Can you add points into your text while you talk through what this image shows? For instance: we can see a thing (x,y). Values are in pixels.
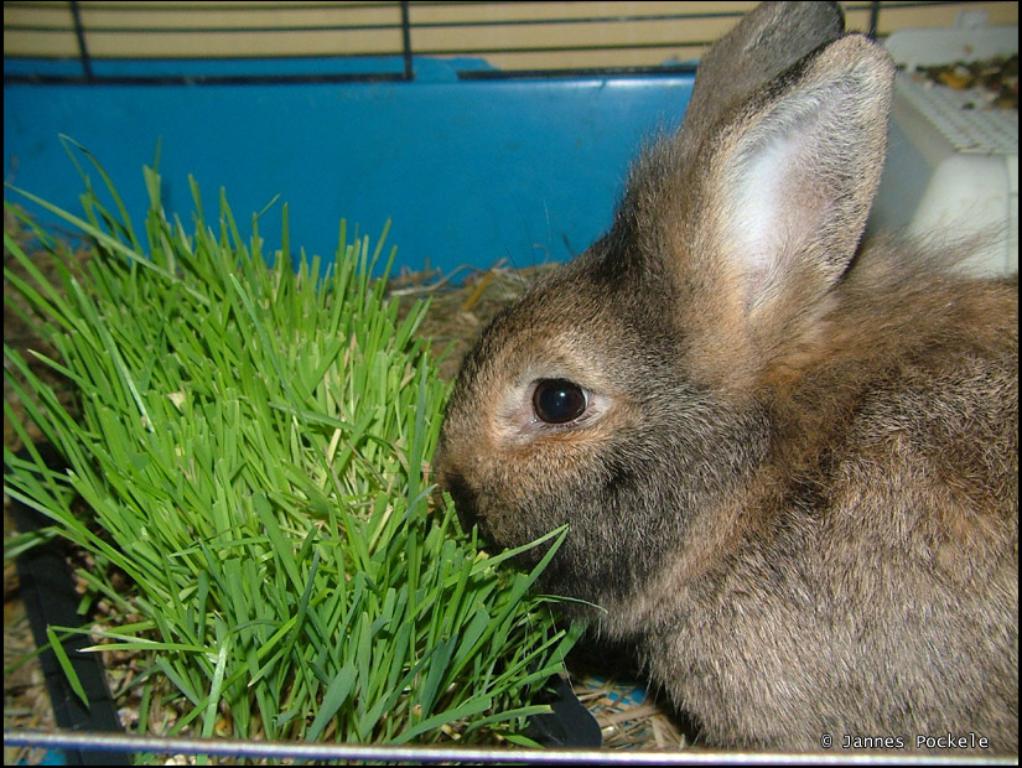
In the center of the image (410,457) we can see grass (406,561) and one rabbit (633,542), which is in black and brown color. In the bottom of the image (164,750), we can see one rod (436,754) and some text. In the background (461,157) there is a wall (390,153), white color object (1007,47) and a few other objects (959,2).
